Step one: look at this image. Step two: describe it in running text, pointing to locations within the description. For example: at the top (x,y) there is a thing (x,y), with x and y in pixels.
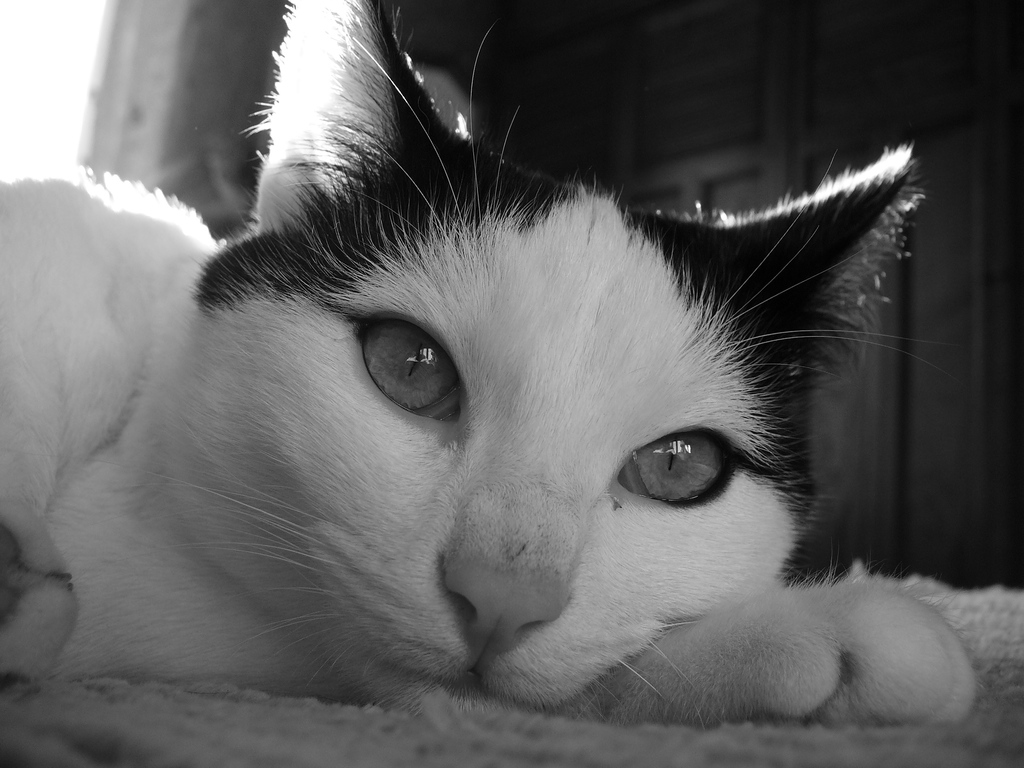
In the picture i can see a cat (321,580) which is in white and black color is resting on ground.
